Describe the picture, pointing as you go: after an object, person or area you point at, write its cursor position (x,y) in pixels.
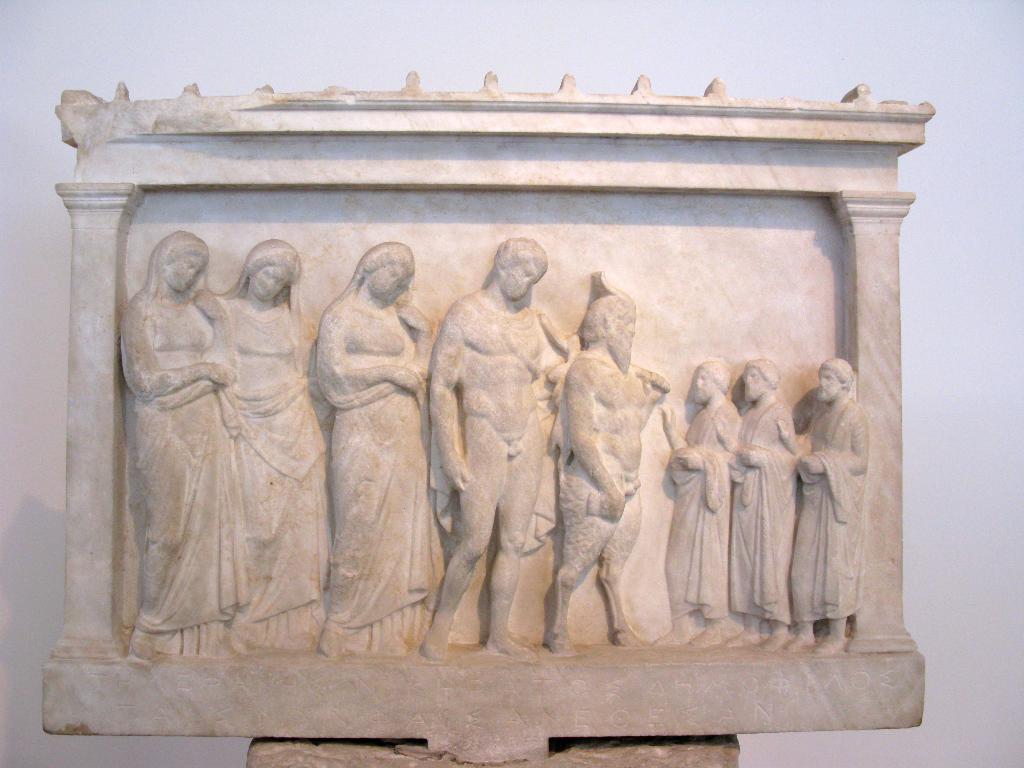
In this image we can see the sculpture (646,432). On the backside (606,90) we can see a wall (587,88).
